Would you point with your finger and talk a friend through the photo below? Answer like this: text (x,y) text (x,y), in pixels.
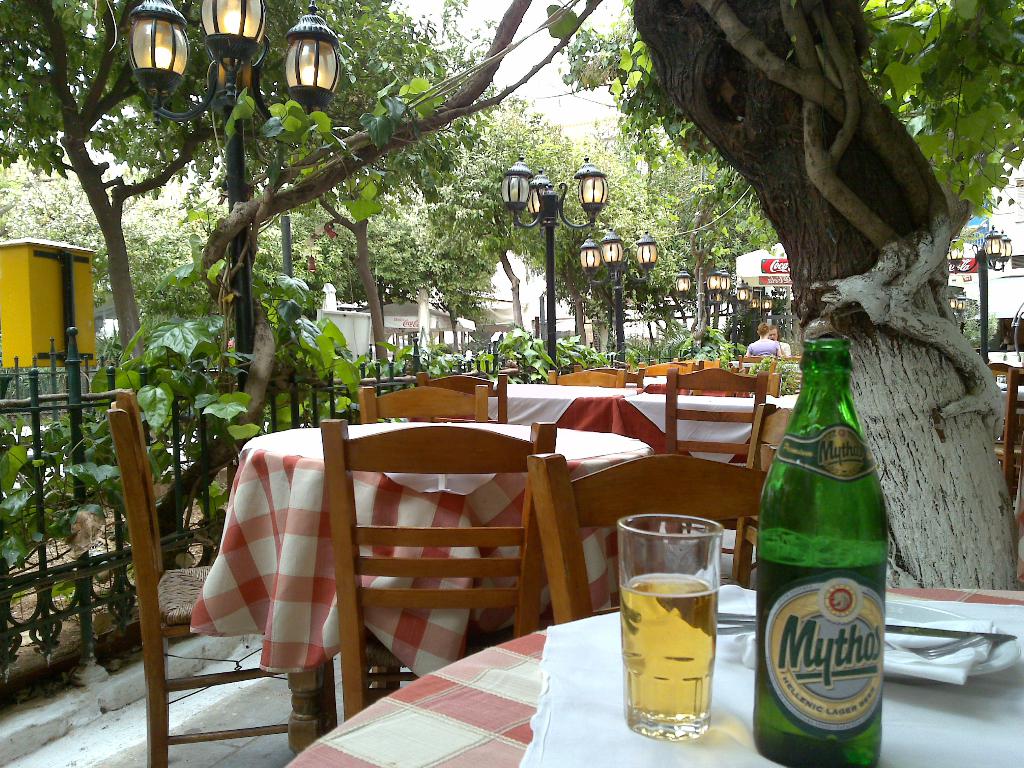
In this picture there is a glass (693,652), bottle (787,618), cloth (932,721), plate (986,661) on the table (454,700). There is a chair (546,537). There are street lights (153,70). There is a tree (850,273). There is a man (775,349) and a woman (765,341) sitting on the chair (778,359). There is a shop (758,264).
